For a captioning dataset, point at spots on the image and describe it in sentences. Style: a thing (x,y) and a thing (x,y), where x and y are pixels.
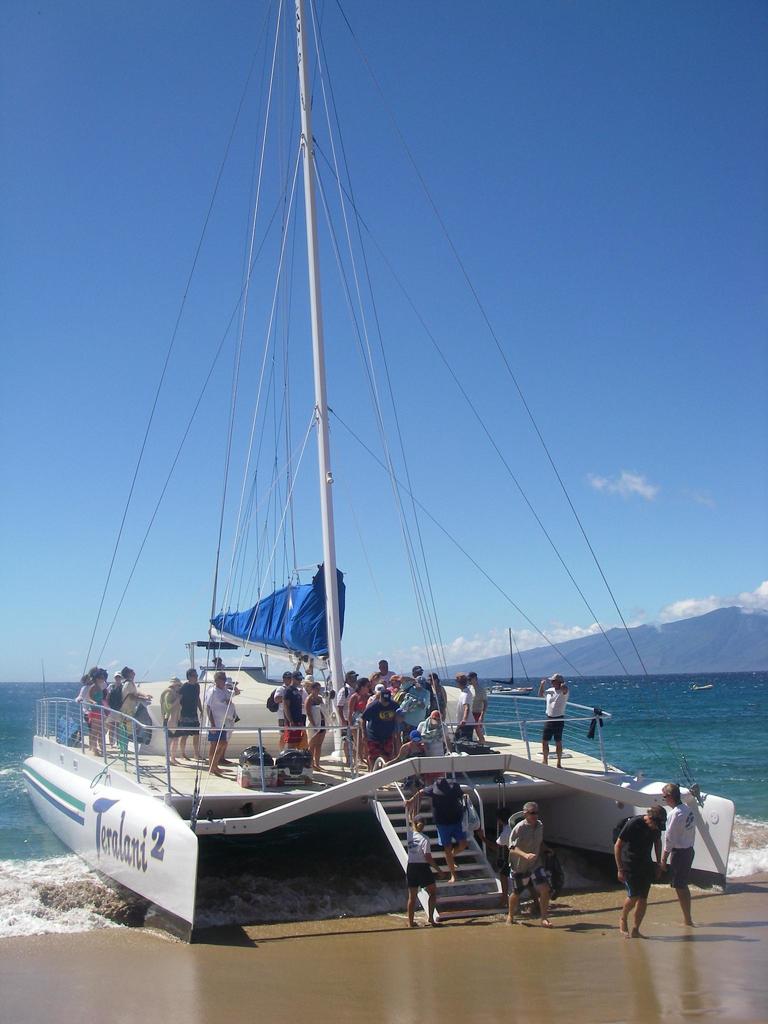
In the center of the image (510,471) we can see ship (155,752) on the sea (246,847). On the ship (185,860) we can see persons (290,704), cloth (301,626) and bags (255,773). In the background (449,501) there is a water (656,746), hills (579,648) and sky (503,520).
